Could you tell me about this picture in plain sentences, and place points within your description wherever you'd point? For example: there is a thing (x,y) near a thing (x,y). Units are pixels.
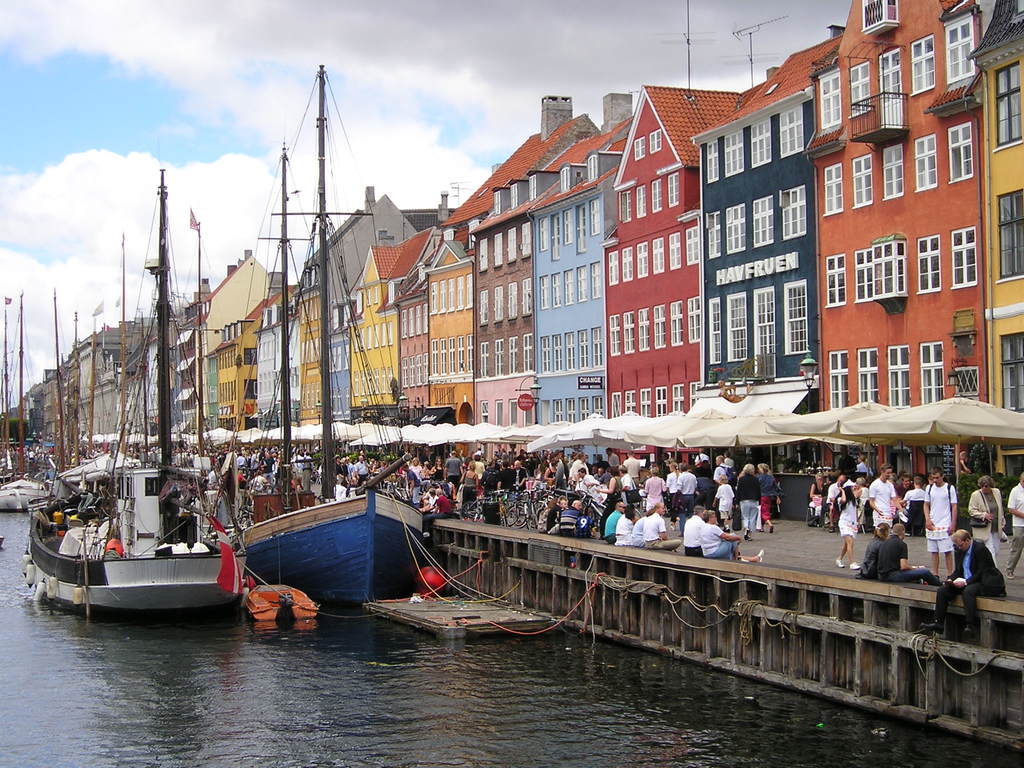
This picture is of outside the city. In the foreground (500,694) there is a water body (421,715) and there are two ships (275,537). In the center (551,465) there are group of people (575,479) in which some of them are sitting, standing and walking. There are many number of tents (796,416). In the background (244,414) we can see the poles (159,304), buildings (234,283) and the sky (94,100) which is full of clouds (560,63).
